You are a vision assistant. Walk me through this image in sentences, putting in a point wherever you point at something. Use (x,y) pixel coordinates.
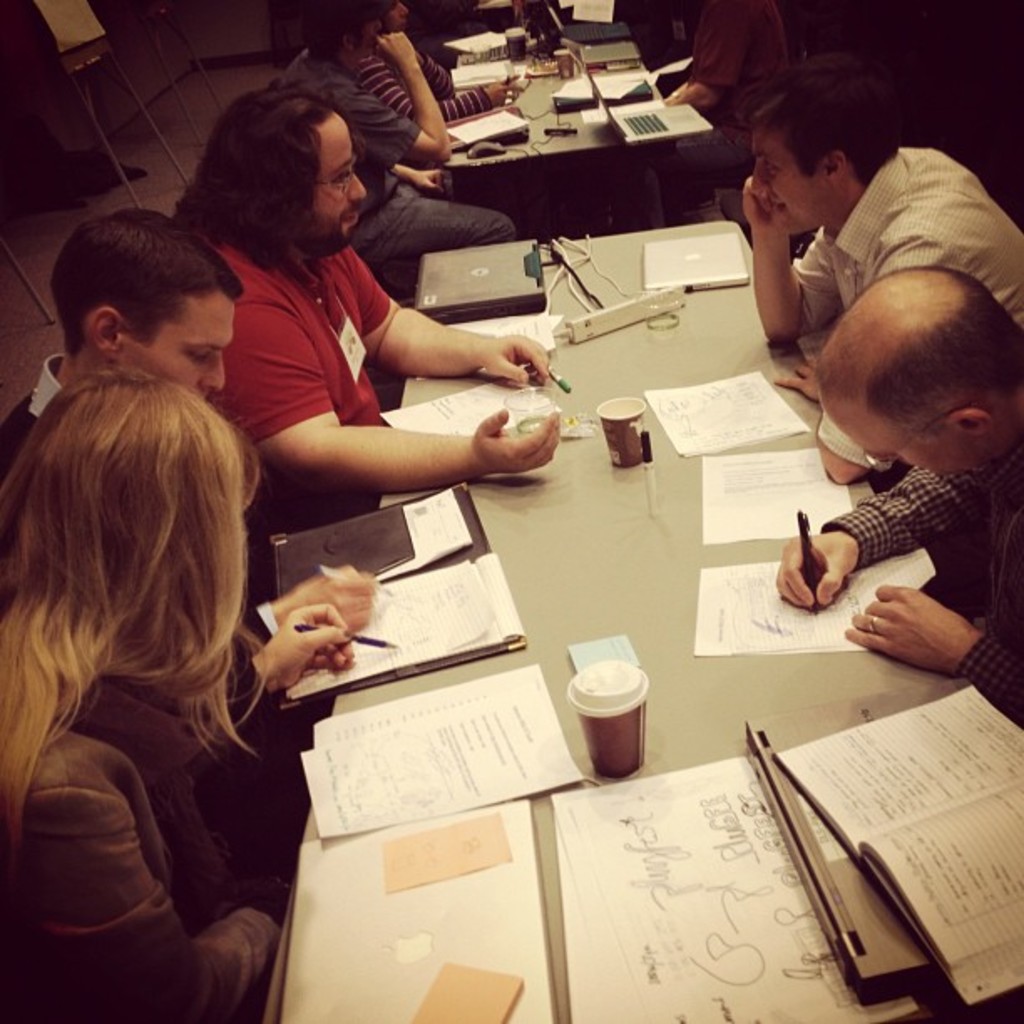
In the image there are many people (140,713) sat on either sides of table (524,726) reading and writing.
